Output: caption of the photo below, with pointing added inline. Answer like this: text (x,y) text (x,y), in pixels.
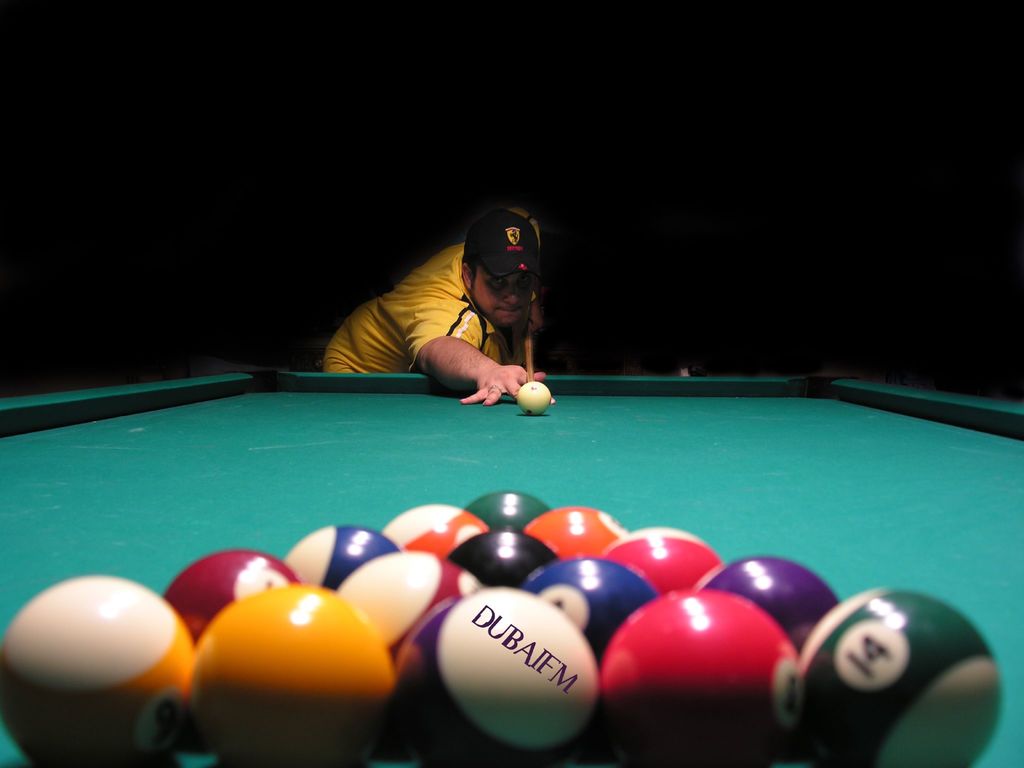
This picture shows group of snooker balls (415,594) and a snooker board (560,458) one man (434,347) is playing the snooker he holding a stick (525,356) in his hands (516,378).
